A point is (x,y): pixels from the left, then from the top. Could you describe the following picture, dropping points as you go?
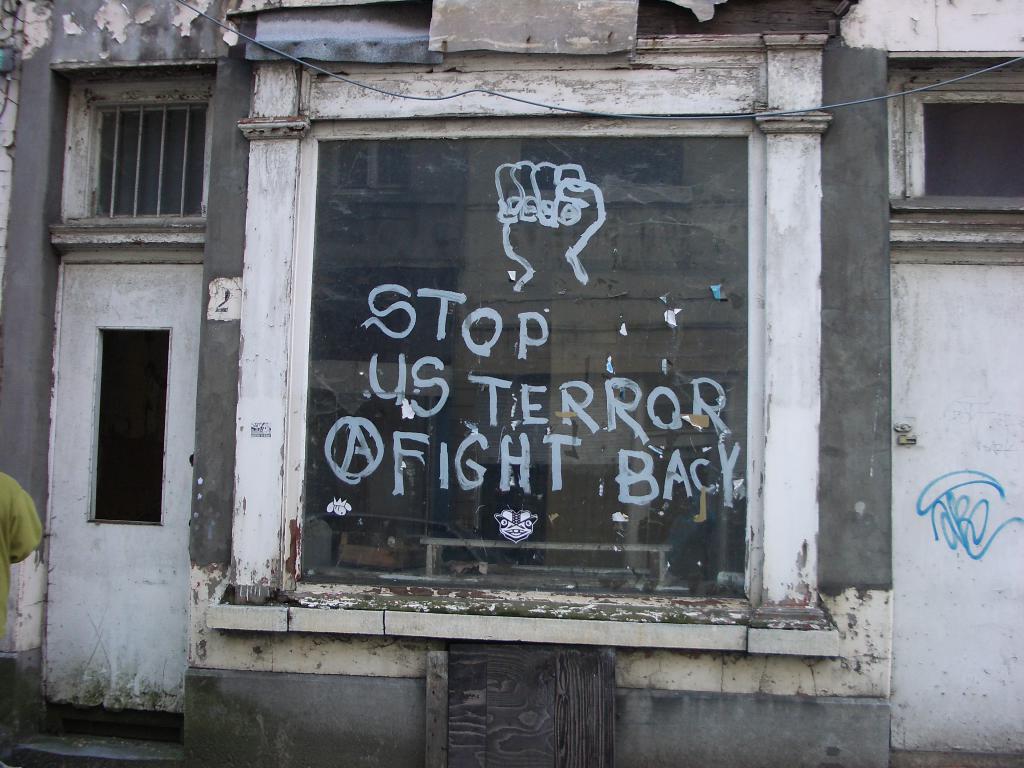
This looks like a building (817,165) with the windows (183,168). I can see a glass window (437,511) with the letters (403,390) written on it.
